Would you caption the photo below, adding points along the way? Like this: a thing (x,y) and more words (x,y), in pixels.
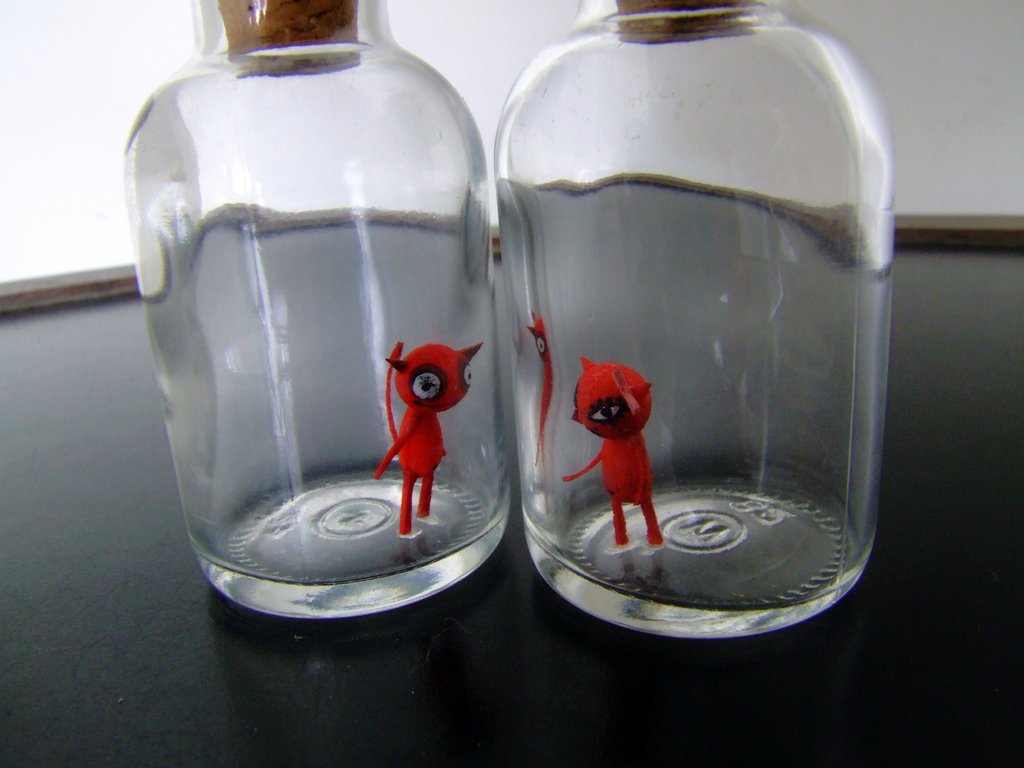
In this picture there are two glass bottles (439,253) placed on the table (146,340) and in which there are two red toys (606,424) are present. There is a brown cork (287,23) fitted to the top of the bottle (359,30).
